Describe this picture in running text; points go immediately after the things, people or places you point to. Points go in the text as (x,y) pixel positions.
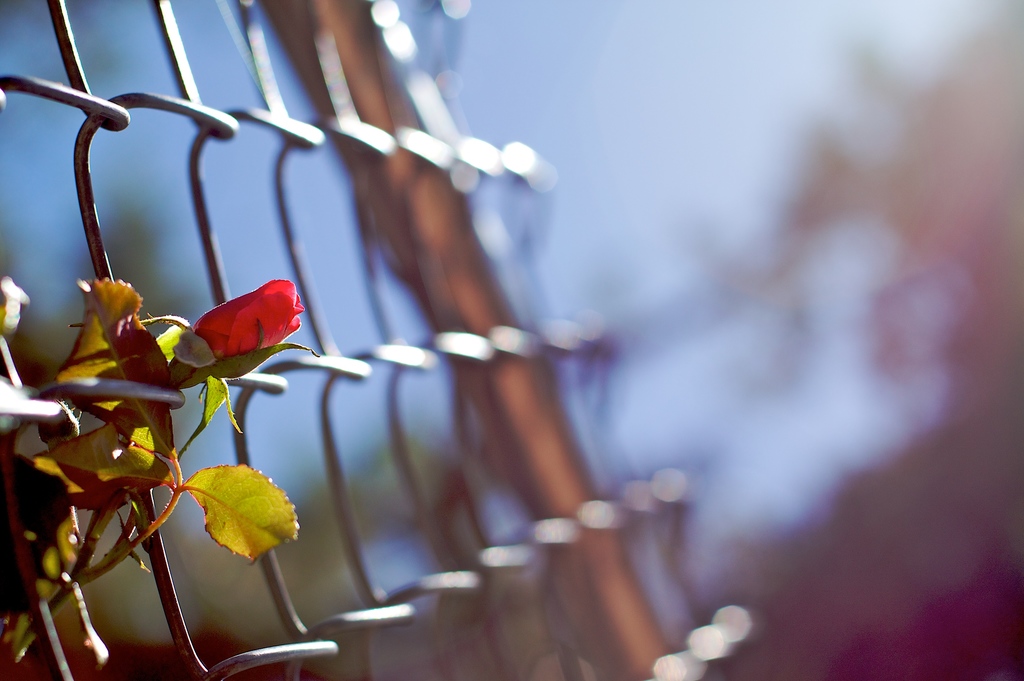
On the left side of the image (245,540) there is a fence (156,542), one plant (94,537) with a flower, which is in a red color. In the background (821,374), we can see it is blurred.
